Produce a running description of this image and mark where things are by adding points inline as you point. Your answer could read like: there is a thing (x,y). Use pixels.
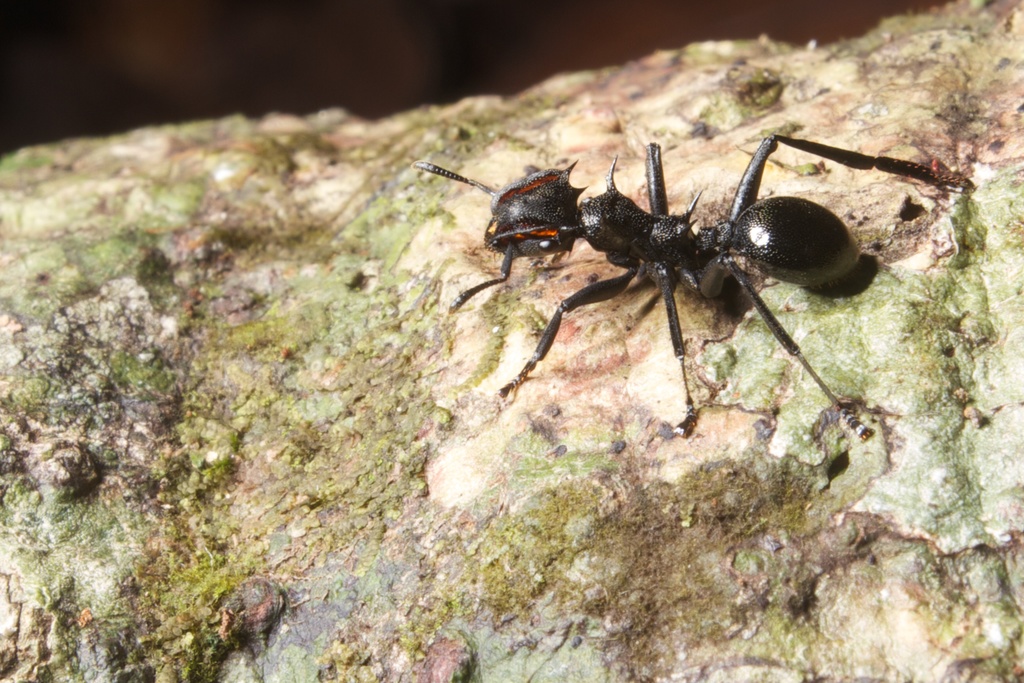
In this picture I can see there is a black ant (514,192) on to right (708,236) and it has legs (717,292), head (527,200) and body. There is a bark (291,133) here.
